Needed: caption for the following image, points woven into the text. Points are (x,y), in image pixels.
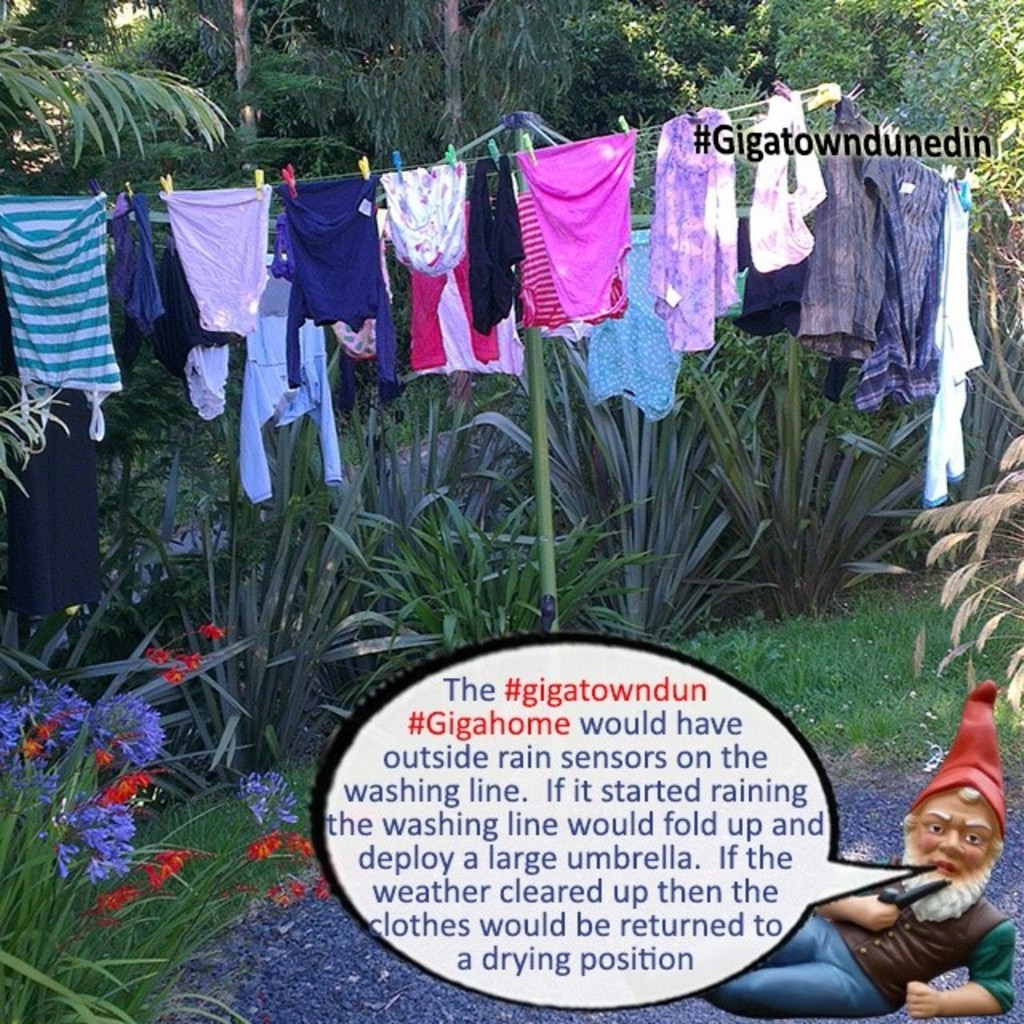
In this image there are flowers (126,728) and plants (380,617), behind that there are clothes (529,247) hanged with the rope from a metal rod (541,388), behind that there are trees (412,83), at the top of the image (845,150) there is some text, in the bottom of the image (425,890) there is some text (633,848) with a picture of a cartoon (961,826).
